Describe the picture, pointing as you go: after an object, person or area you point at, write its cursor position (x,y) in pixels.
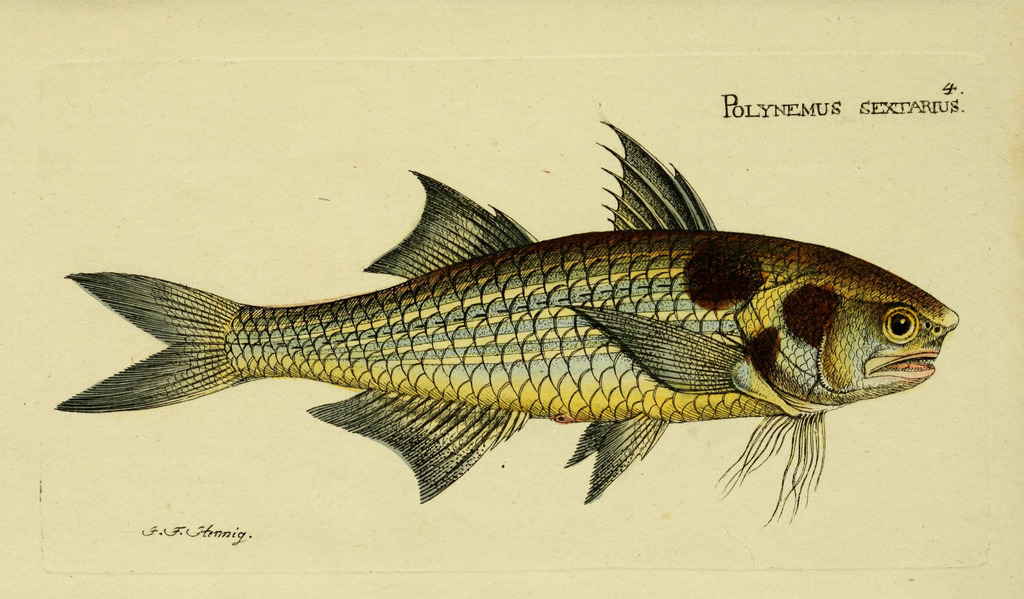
In this image I can see a drawing (569,261) of a fish (419,311) on a white paper (299,149) and there is some text (813,109).
